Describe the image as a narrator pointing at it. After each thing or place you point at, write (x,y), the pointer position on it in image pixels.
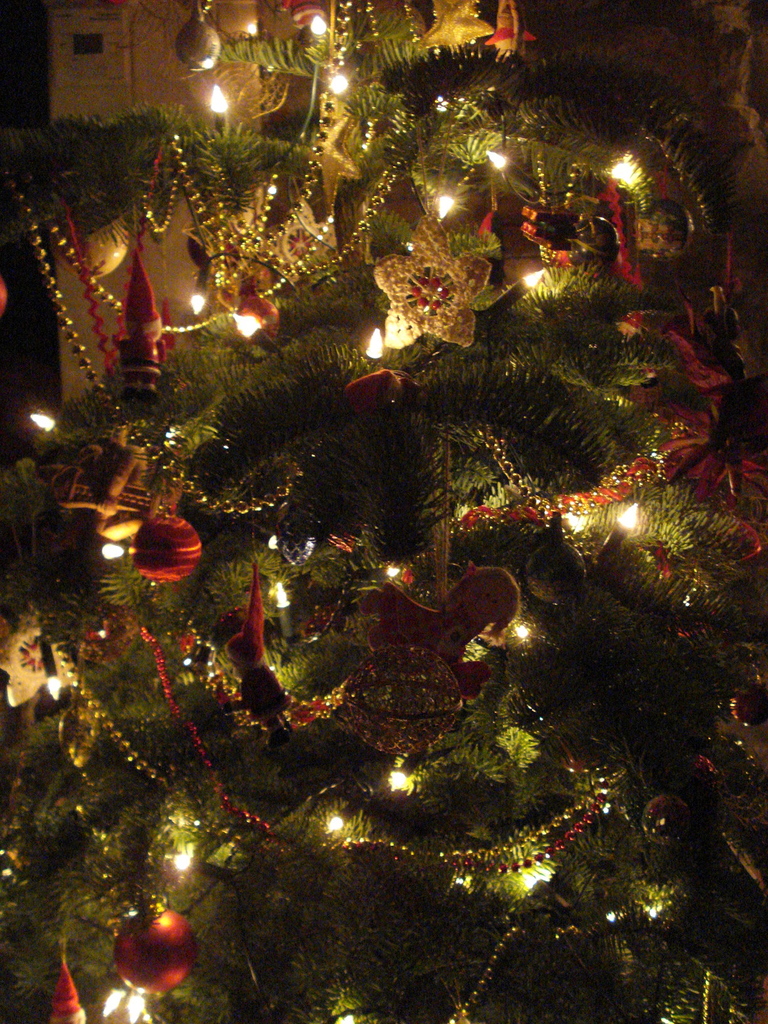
In this image we can see a Christmas tree (616,638) decorated with some lights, balls (422,705), chains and some dolls (67,999).
